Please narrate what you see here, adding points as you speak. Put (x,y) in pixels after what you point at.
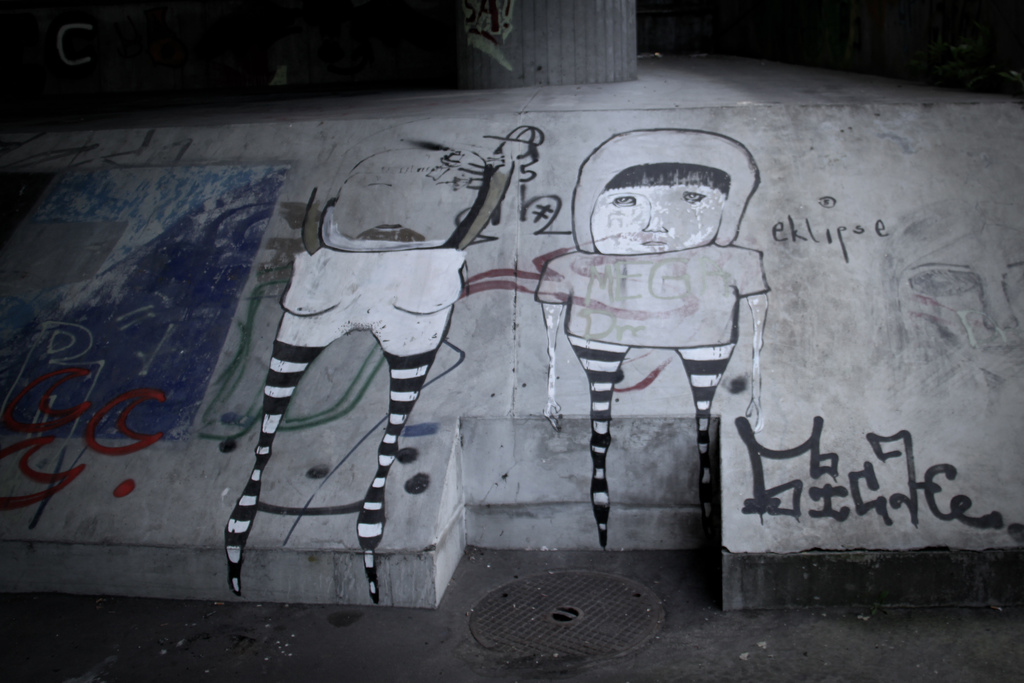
This picture shows painting (718,288) on the wall (314,444) and we see a text (848,252).
